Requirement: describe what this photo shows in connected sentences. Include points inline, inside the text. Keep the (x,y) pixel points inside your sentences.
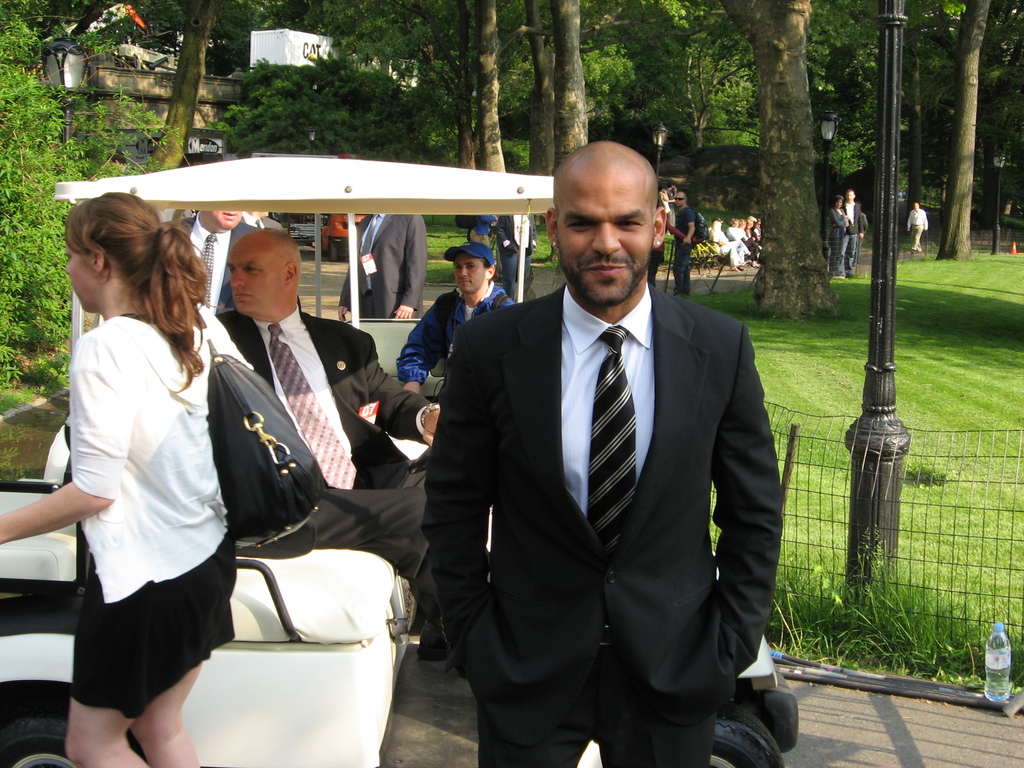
In this picture we can see few vehicles (322,187) and group of people (470,289), few are sitting, few are standing and few are walking, on the right side of the image (1008,686) we can see a bottle (1005,651), beside the bottle (1002,627) we can find fence (976,595), in the background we can see few trees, poles (882,239), lights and a building (141,72).
